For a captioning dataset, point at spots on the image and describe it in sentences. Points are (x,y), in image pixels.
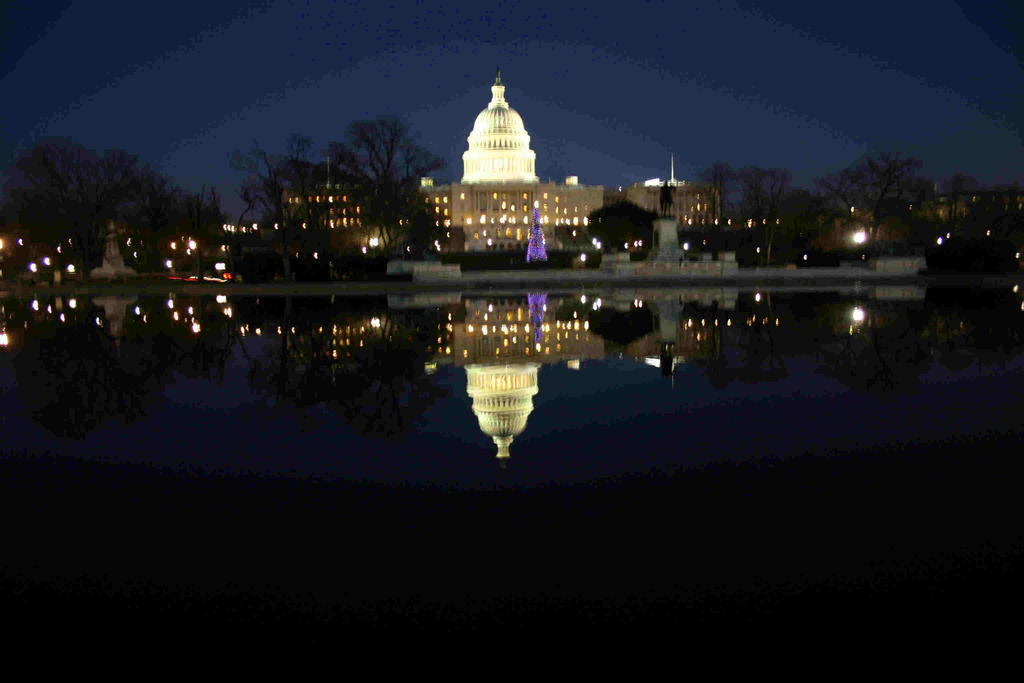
As we can see in the image there are buildings (325,220), trees (85,177), lights (214,265), water (691,348) and sky (689,15).
